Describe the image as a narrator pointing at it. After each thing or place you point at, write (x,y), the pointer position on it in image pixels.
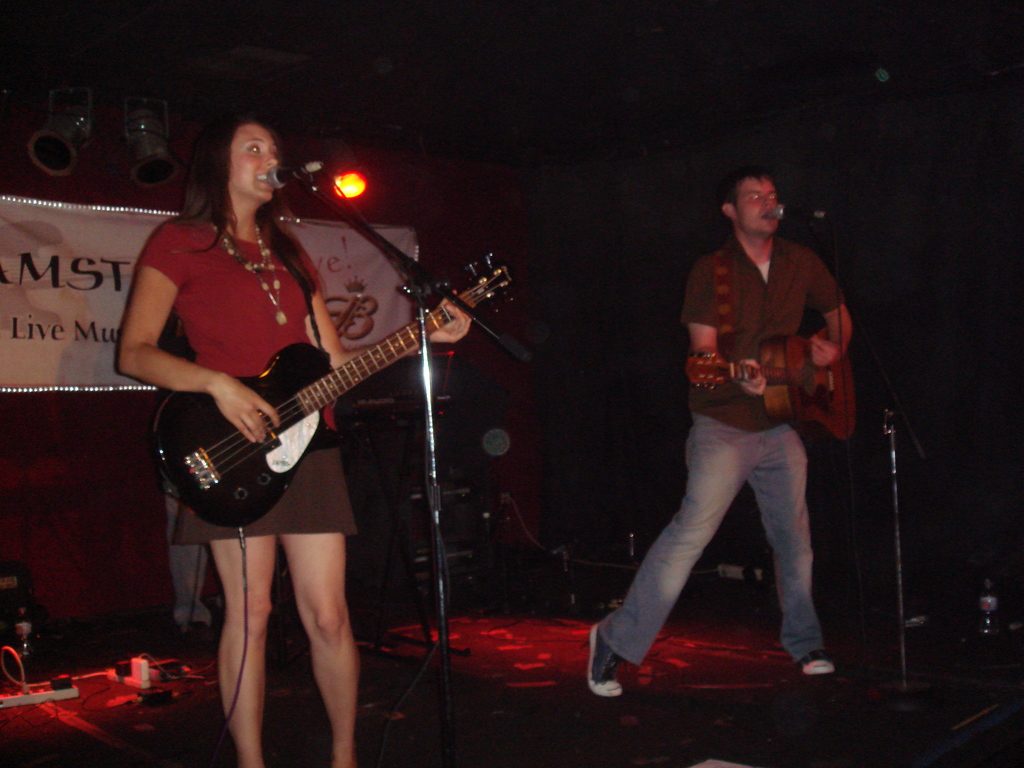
a person (227,319) is playing guitar (291,394) at the left side (245,294) wearing a red t shirt (256,318). at the right (764,279) there is a person (778,324) wearing green t shirt (730,412) and jeans (711,450) and playing guitar (783,389) and singing. behind them there is a banner (79,328) on which live music is written.
